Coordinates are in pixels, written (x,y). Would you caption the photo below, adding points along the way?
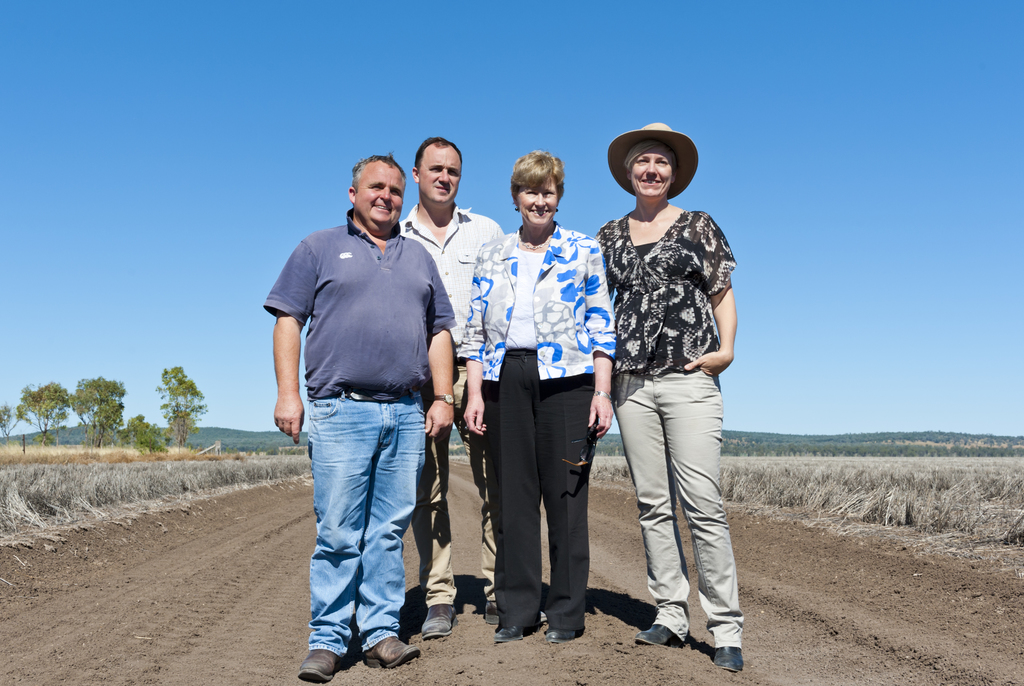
In the image we can see some people (494,554) are standing on the floor (798,579), around we can see some plants (26,475) and trees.
